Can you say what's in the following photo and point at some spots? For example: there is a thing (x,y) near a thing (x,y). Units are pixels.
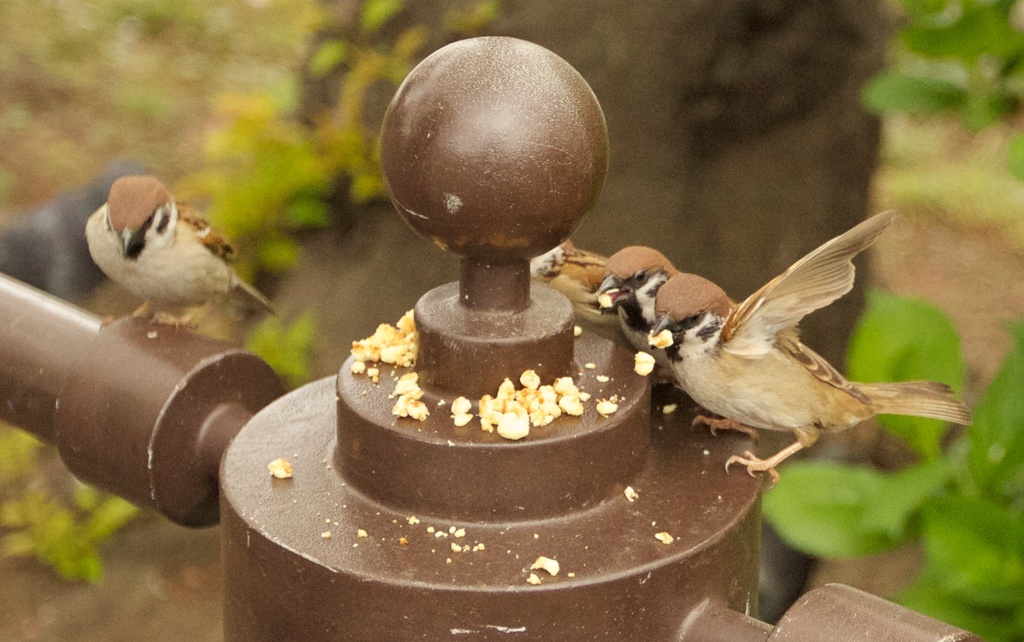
In the center of the image (678,355), we can see some birds (251,287) and there is food (504,396) on the pole (274,403) and in the background (253,269), there are trees (871,151).
